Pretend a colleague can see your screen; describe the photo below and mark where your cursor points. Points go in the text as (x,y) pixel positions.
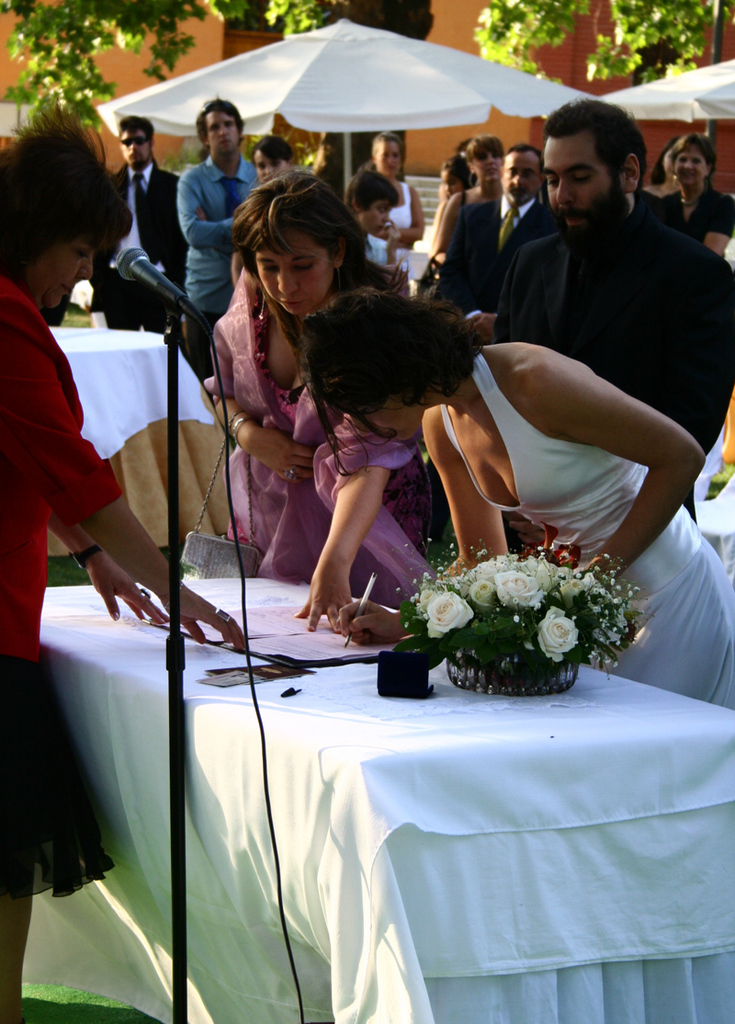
In this picture we can see a people (33,299) standing near to the table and one woman (368,361) is standing and signing something on the paper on the table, on the table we can also find flower vase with flowers (594,622) and with white cloth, in the background (494,136) we can see some people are standing and watching them and there is also a umbrella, tree leaves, and building wall (435,142).
